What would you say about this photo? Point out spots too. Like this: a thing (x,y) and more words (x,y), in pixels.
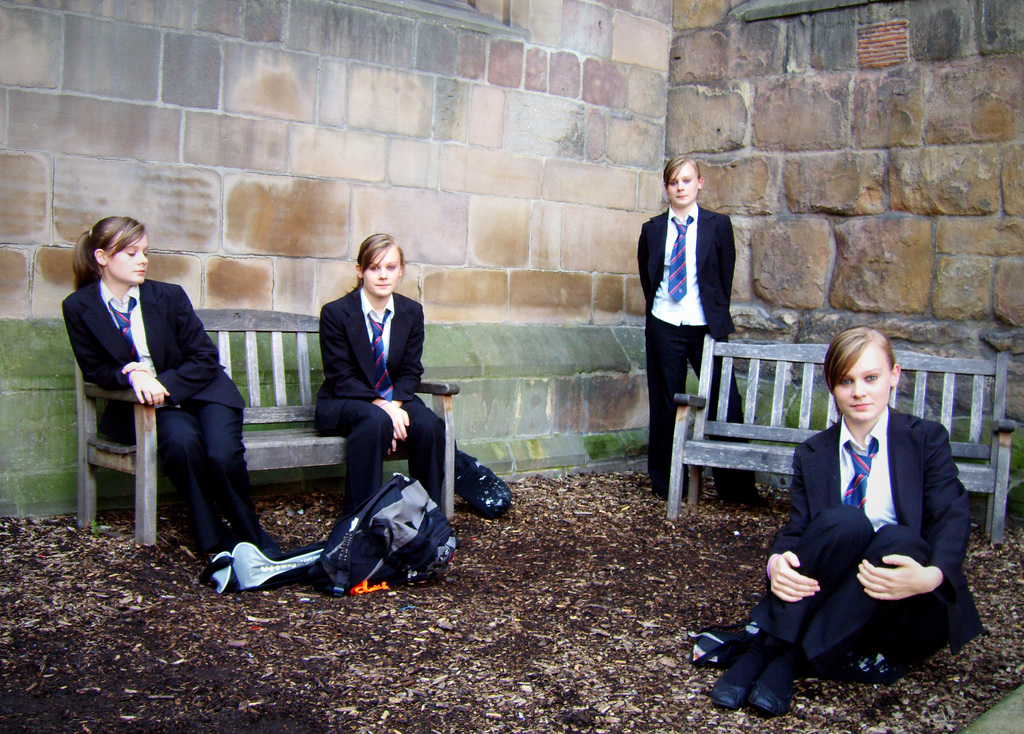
In this image we can see a group of women (408,398) on the ground (478,601). In that two women (337,347) are sitting on a bench (307,319) and the other is standing. We can also see a bag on the ground (550,630) and a wall (405,284).
